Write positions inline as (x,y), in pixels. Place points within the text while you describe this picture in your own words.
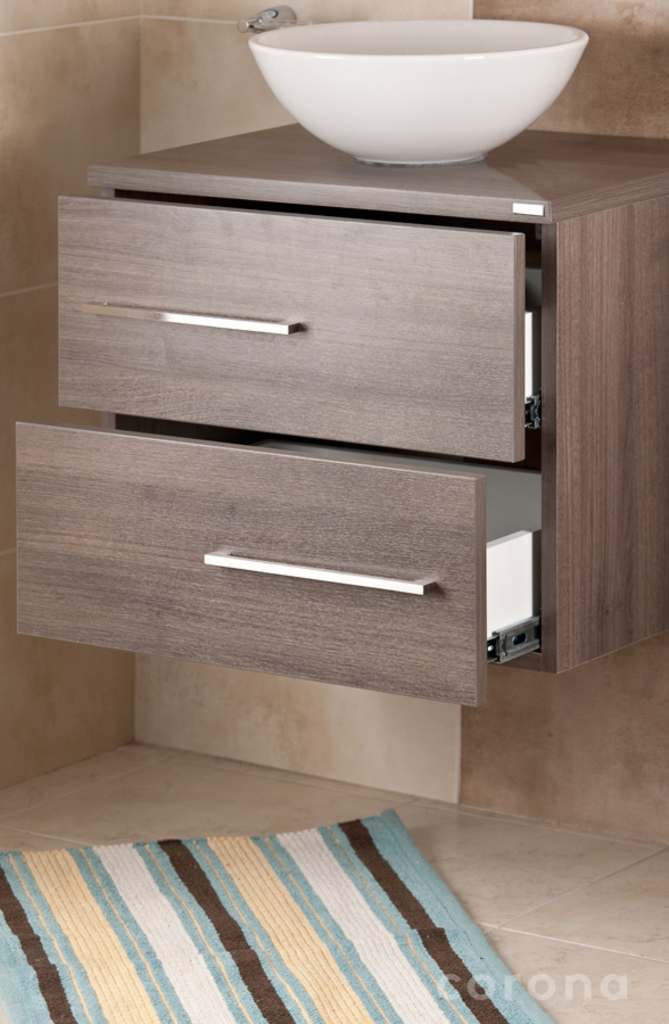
In this picture we can see a carpet (334,881) on the floor (450,868) and behind the carpet (250,952) there are drawers (399,655) to the wall (388,723) and on the drawer (327,344) there is a bowl (406,52). On the image there is a watermark (506,983).
